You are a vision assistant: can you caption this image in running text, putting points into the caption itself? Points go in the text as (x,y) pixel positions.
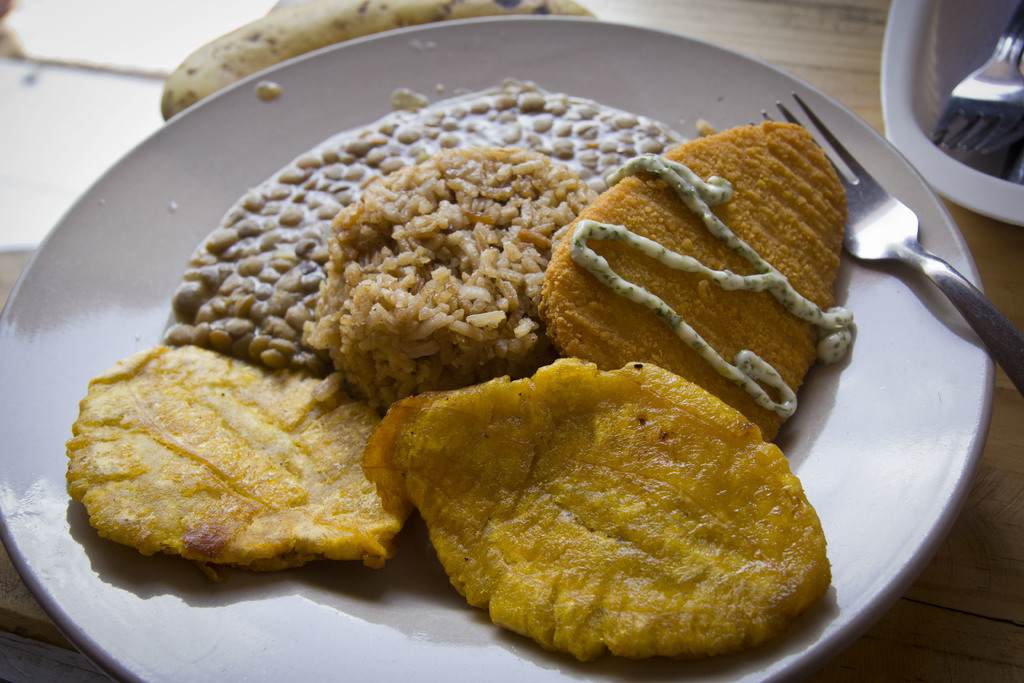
In this image I can see a plate (687,100), in the plate (916,199) I can see food item (659,280) and fork (865,174), in the top right (956,66) I can see another plate (959,18) contain a fork (998,50) and both plates (995,18) kept on table (774,37).
